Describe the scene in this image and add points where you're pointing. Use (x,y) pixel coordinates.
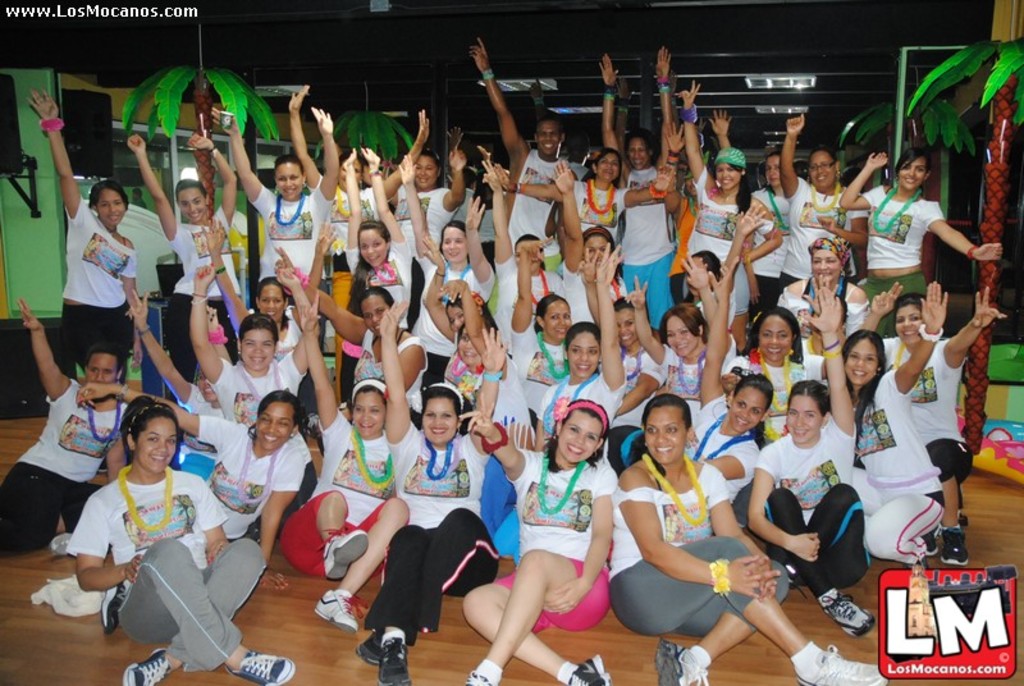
In the picture I can see these people (280,314) wearing white T-shirts (921,438) are sitting on the wooden floor (288,640) and smiling and we can see these people (430,285) wearing white T-shirts (880,189) are standing. In the background (187,110), we can see some decorative items (167,125), ceiling lights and speaker boxes (1,90). Here we can see the watermark (53,8) at the top left side of the image (158,10) and a logo (988,594) at the bottom right side of the image (898,609).
